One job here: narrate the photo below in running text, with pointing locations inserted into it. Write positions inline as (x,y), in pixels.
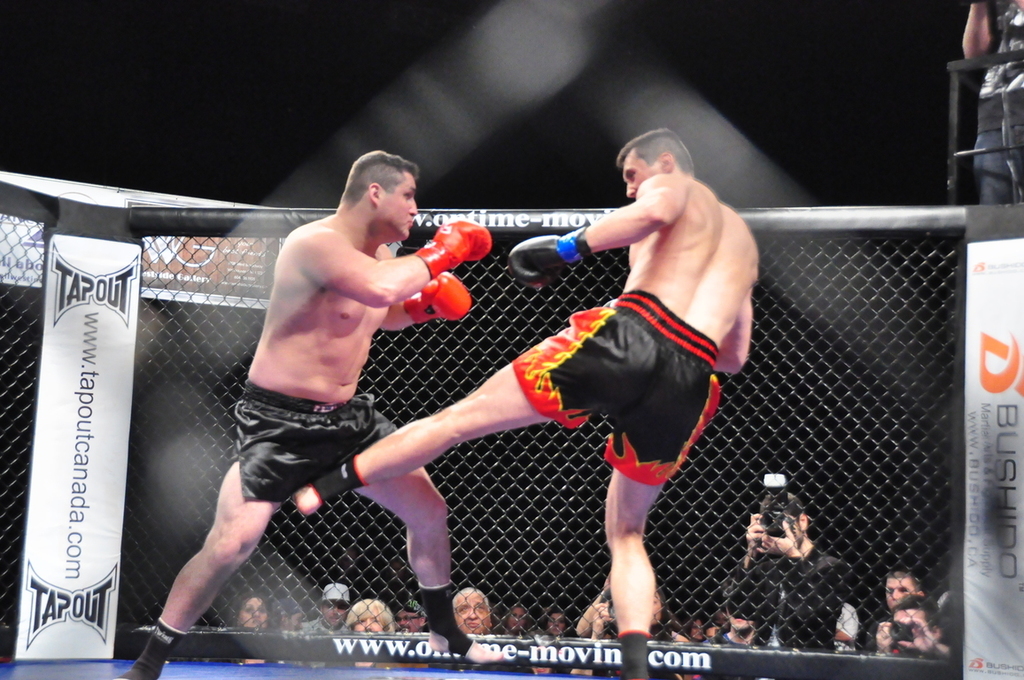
In this image I can see there are two persons (702,372) playing a game and they are playing a boxing and in the middle (418,347) I can see a fence (470,534), back side of the fence (488,532) I can see few persons (750,622) visible game and a camera man (790,552) taking the picture of that persons (640,266), at the top (660,100) I can see a black color background (834,73), in the top right corner (997,9) I can see a person (997,38).
